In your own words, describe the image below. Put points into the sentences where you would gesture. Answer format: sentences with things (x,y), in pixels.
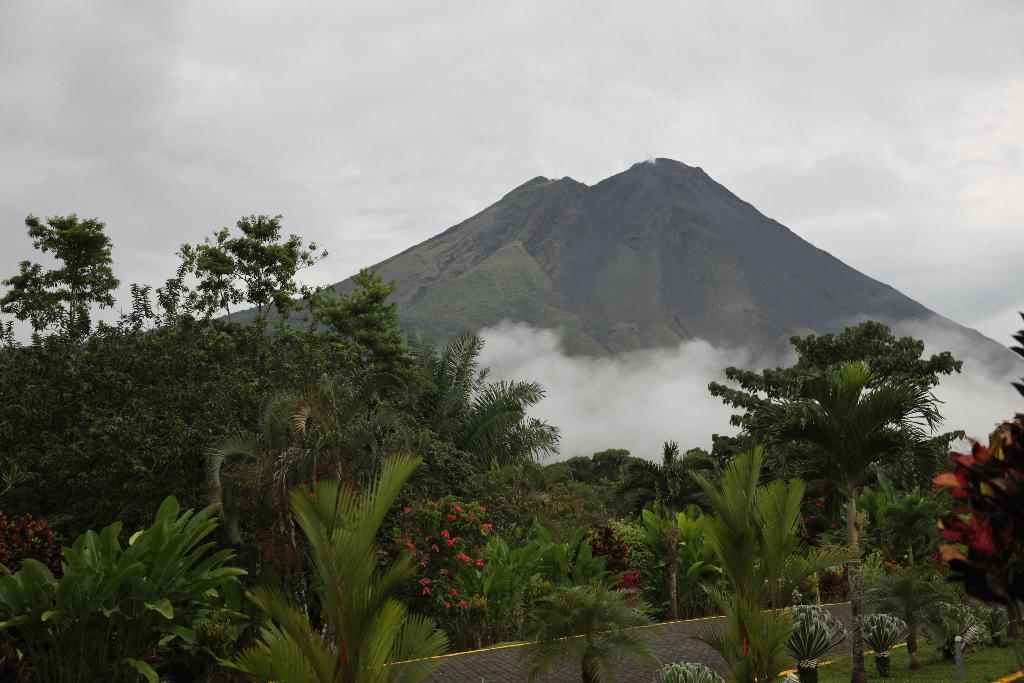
In this image we can see there are some plants (728,604) and trees (315,459). In the background of the image (537,272) there is a mountain (553,276), clouds (641,412) and sky (815,117).
